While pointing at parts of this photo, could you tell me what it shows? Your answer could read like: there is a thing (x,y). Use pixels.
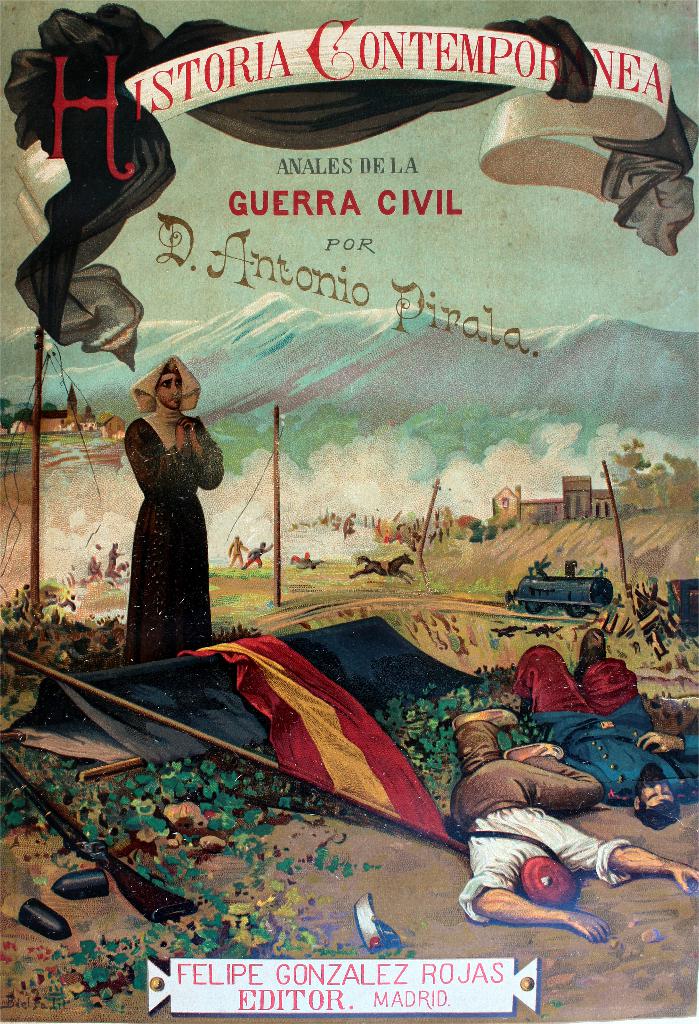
In this image we can see a poster (311,476), on the poster (372,471), we can see persons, animal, train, mountains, water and some other objects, also we can see some text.
